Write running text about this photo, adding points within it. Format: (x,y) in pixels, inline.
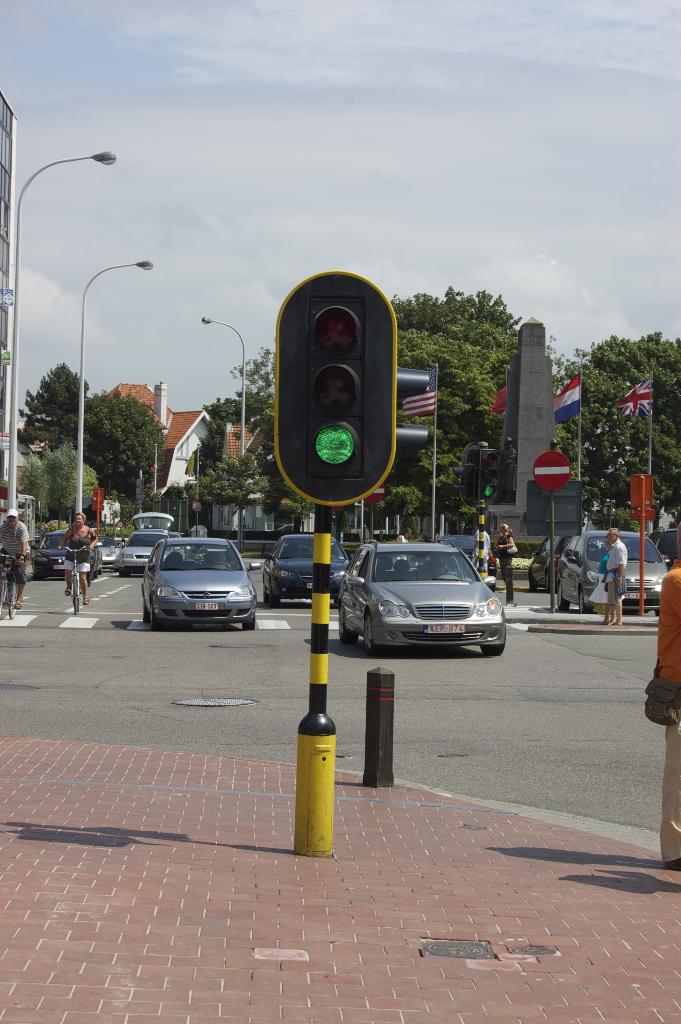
In this image I can see a traffic signal (362,423), background (38,479) I can see few vehicles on the road (4,671), few light poles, flags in white, red and blue color, trees (460,416) in green color, buildings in white and brown color and the sky (343,81) is in white color.
